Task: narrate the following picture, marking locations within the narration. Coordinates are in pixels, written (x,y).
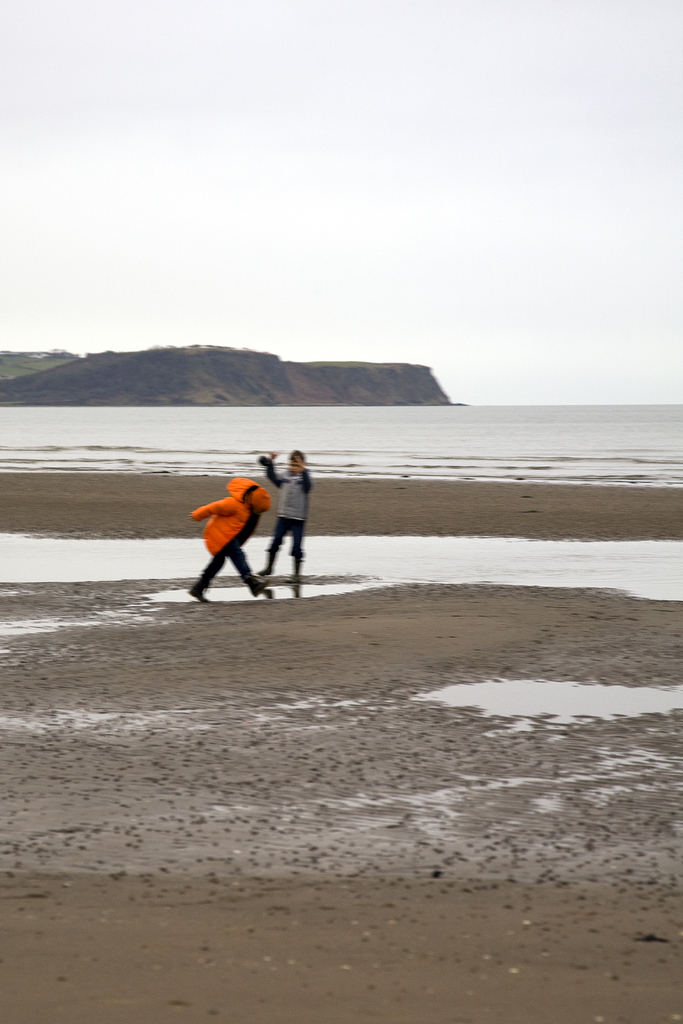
In this image I can see in the middle (293,550) there are two persons (303,526), at the back side (475,422) there is water (452,424). On the left side (189,375) there is a hill (332,377), at the top (478,171) it is the sky (528,163).
